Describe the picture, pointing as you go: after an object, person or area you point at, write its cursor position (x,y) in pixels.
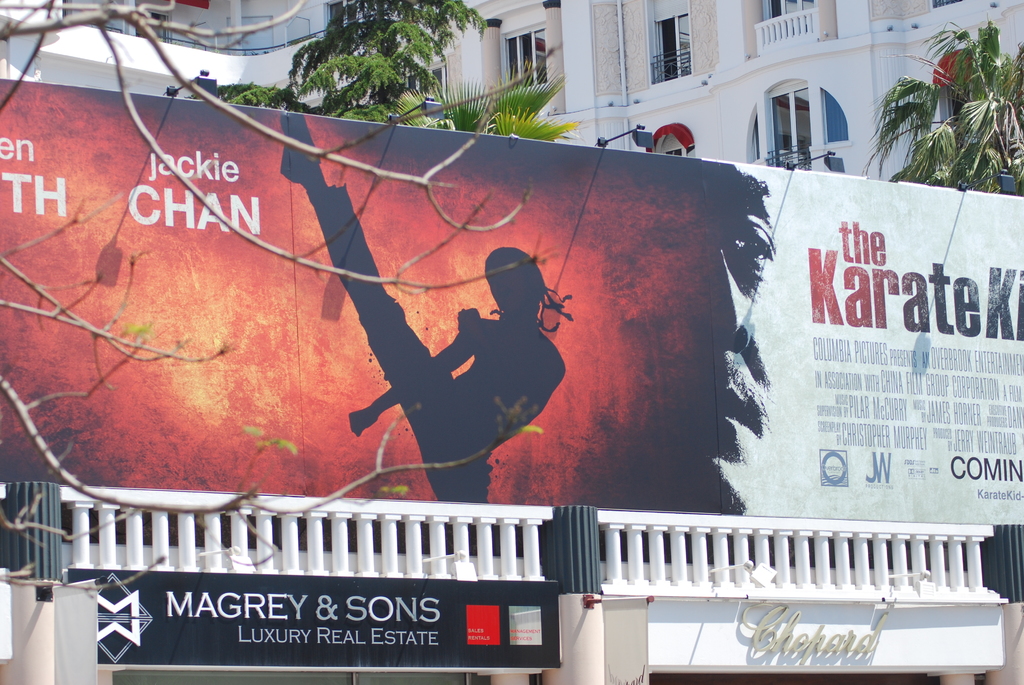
In the center of the image (508,282) we can see a board (430,430). At the bottom (379,600) there are stores (553,616). In the background (479,65) there are buildings (482,72) and trees (471,92).
